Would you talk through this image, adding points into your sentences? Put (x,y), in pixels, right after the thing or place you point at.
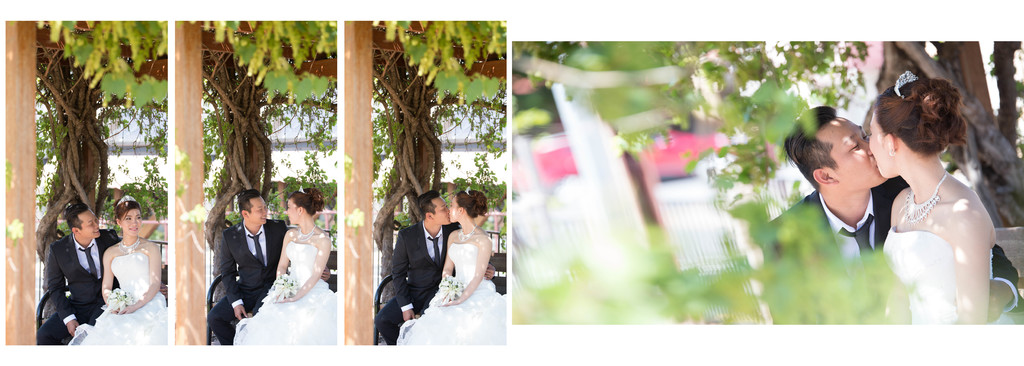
The picture is collage of images. On the left (79,314) we can see a couple (101,254), plants (139,191), trees (54,123) and other objects (21,54). On the right (837,293) we can see greenery (791,71), railing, tree (975,125) and a couple (818,200). In the middle (444,214) we can see a couple (469,235) sitting on the bench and there are plants (426,59), tree (413,129) and a wooden log (360,143). Towards left (326,255) we can see a couple (268,266) sitting on the bench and there are plants (306,171), tree (246,119) and wooden log (181,216).
